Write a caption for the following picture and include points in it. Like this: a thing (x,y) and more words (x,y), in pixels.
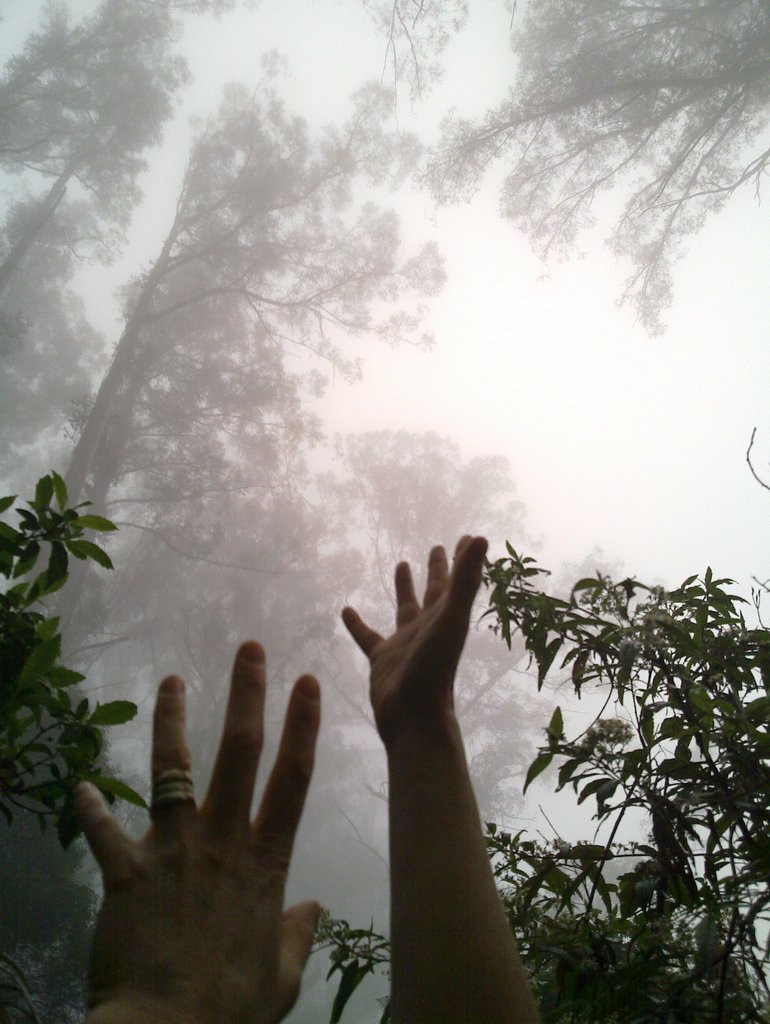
In this image we can see human hands (450,629), beside that we can see trees (654,311), at the top (458,253) we can see fog (477,346) and the sky (491,399).
